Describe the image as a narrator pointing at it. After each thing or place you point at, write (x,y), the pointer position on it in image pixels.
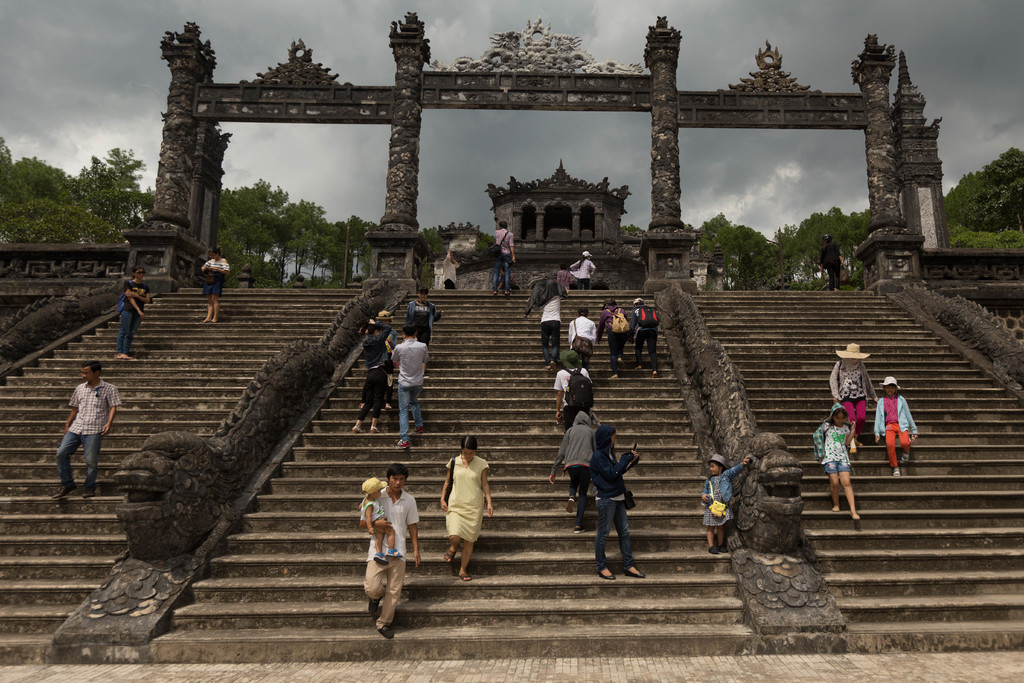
In this image we can see persons (587,494) climbing staircase (414,469), sculptures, building (518,222), entrance arches (214,219), trees (316,211) and sky (730,76) with clouds (730,76).
